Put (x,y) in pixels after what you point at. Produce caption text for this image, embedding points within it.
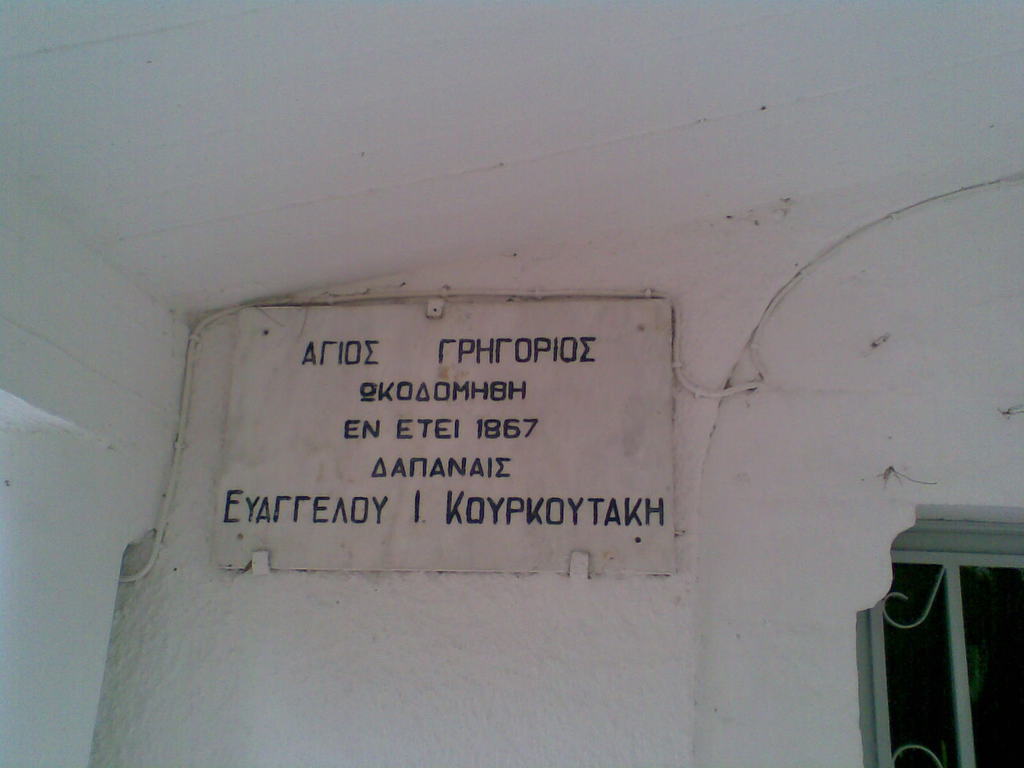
Here we can see a name board (452,432) with some text (399,471) on the white wall (428,671). Right side of the image (881,695), we can see a grill (910,746).
